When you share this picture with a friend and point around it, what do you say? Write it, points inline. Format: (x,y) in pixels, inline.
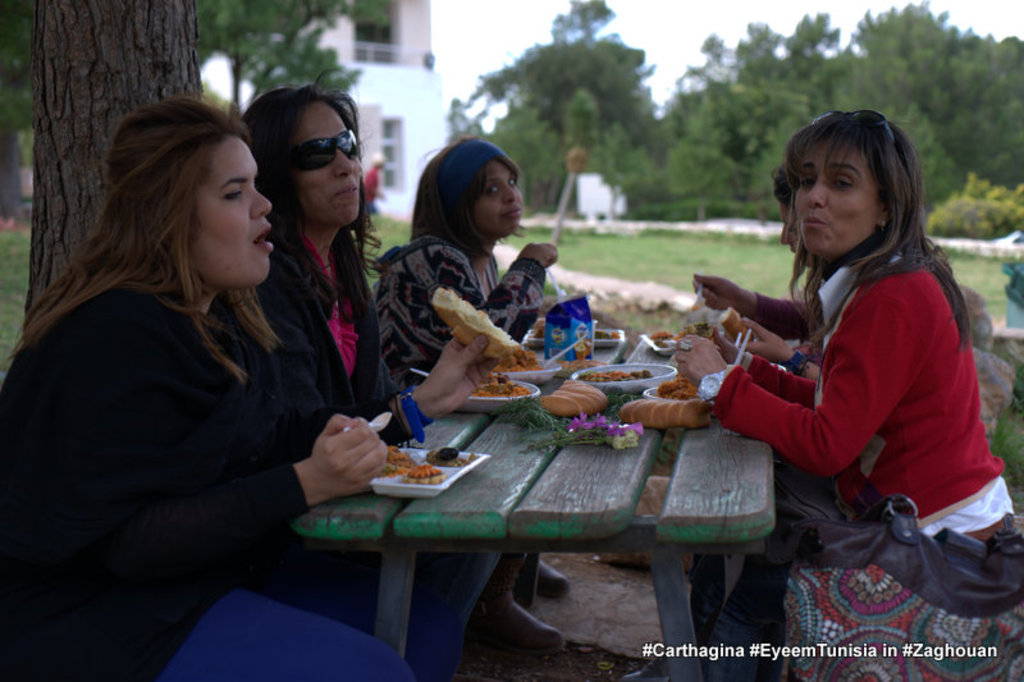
A group of five women (201,296) are sitting at a table (491,413) and having food (505,385). There are sitting at a tree (155,100). There are some trees (266,45) and building (417,91) in the background (568,135).
